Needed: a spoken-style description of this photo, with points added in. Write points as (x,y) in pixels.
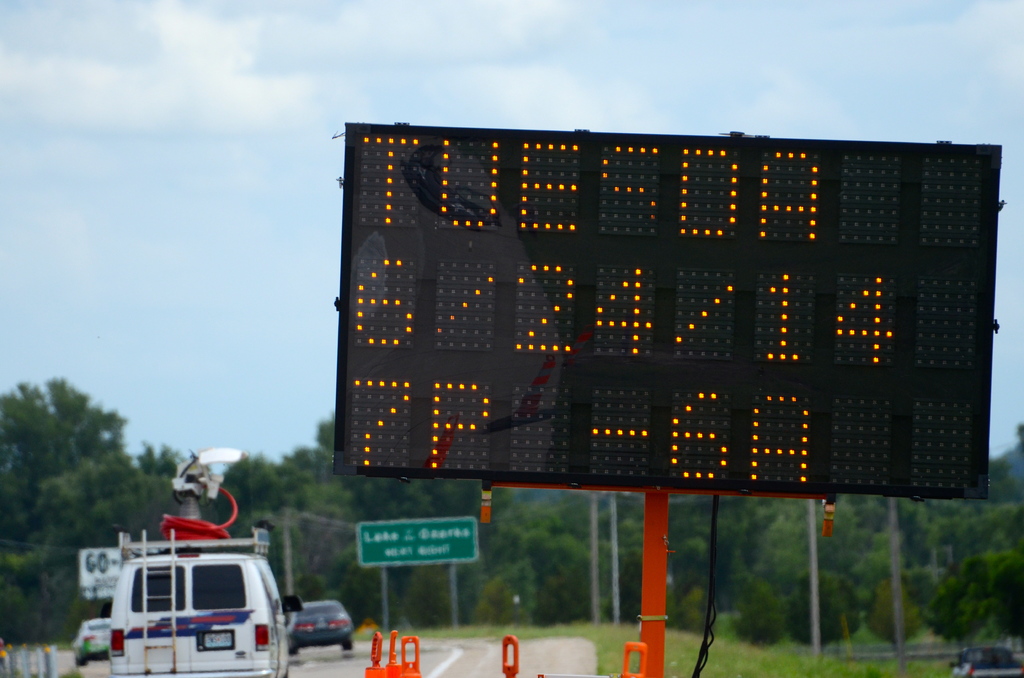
In this image I can see few orange colored poles (639,650) and a huge led display (637,402) on the pole (653,663). I can see the road (455,647), few vehicles (142,644) on the road (467,652), few poles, few boards (394,540) and few trees (67,507) which are green in color. In the background (327,278) I can see the sky (339,80).
